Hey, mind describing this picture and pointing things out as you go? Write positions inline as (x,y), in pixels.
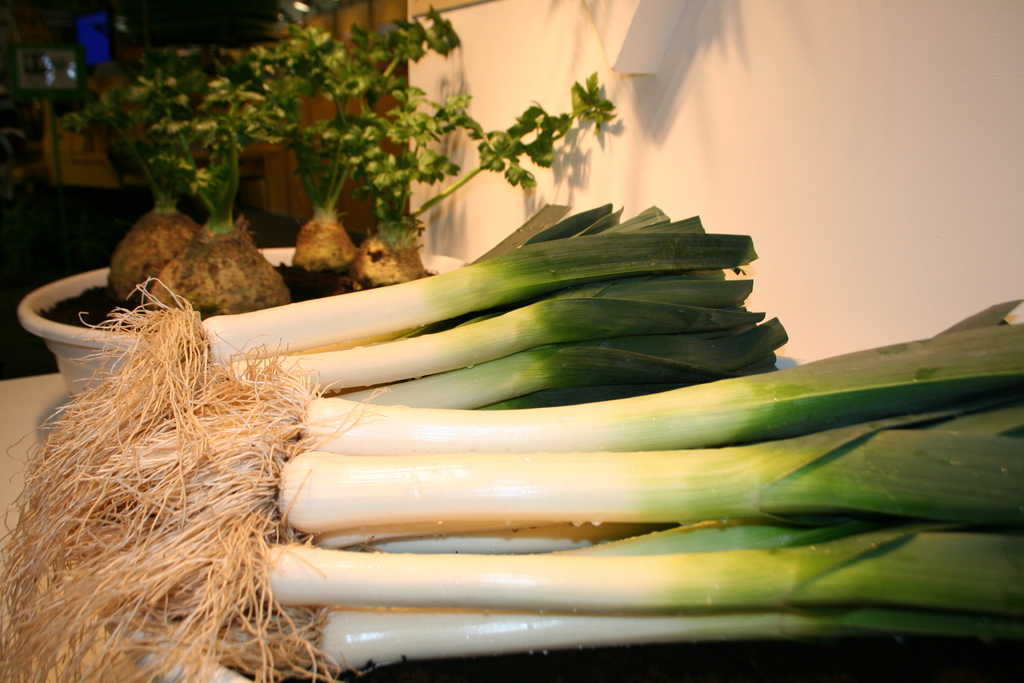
In this picture I can see few leeks (299,426) at the bottom (588,489), there are plants (313,249) on the left side (313,241). On the right side (829,143) there is a wall (790,158).
